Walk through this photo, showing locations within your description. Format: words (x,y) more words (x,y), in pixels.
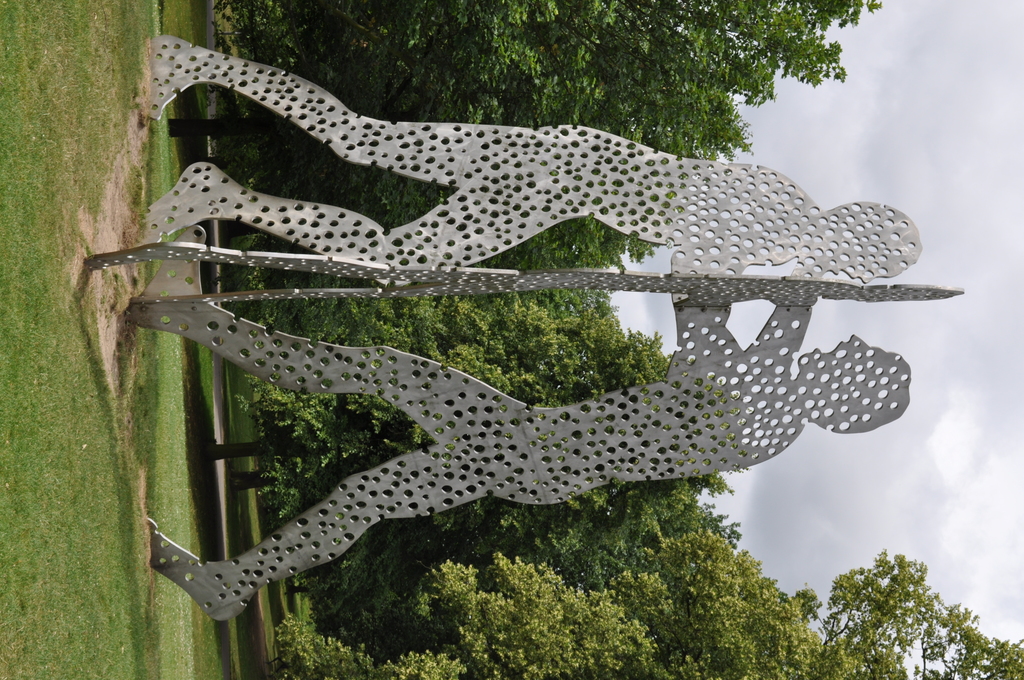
In this picture we can see sculptures (314,370) on the grass (109,502), in the background (688,606) we can see few trees (652,503).
